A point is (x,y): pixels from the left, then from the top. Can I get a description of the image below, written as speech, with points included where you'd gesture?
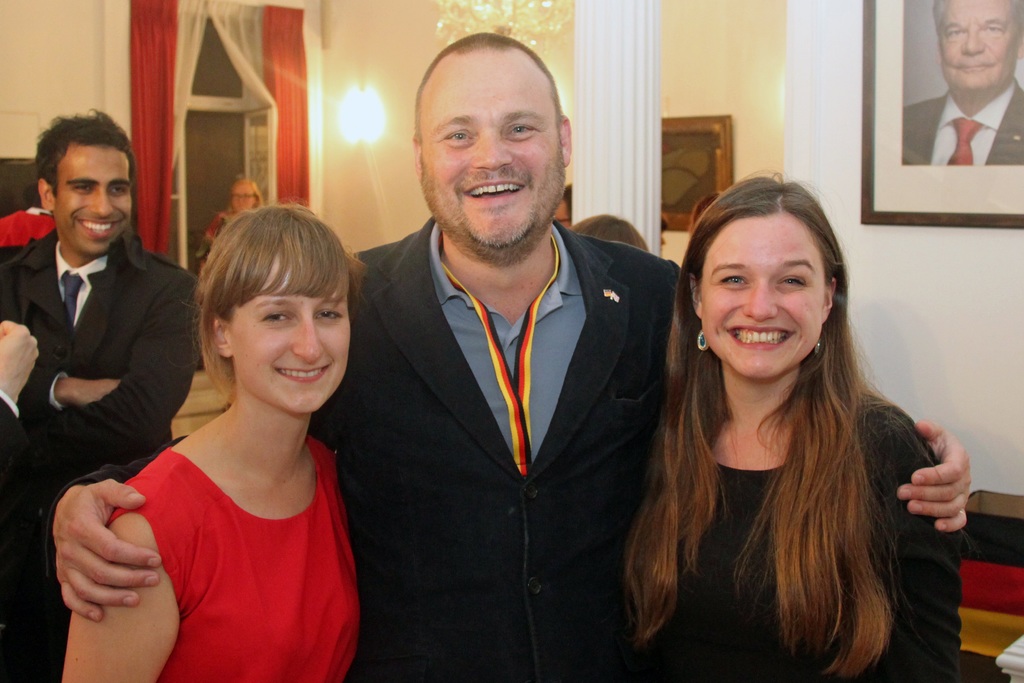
In this image we can see few people (300,450) standing in the room (310,203), there is a pillar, curtains (215,8) to the window (211,129), light (347,132) and picture frames (714,155) to the wall (792,125) in the background (682,211).
